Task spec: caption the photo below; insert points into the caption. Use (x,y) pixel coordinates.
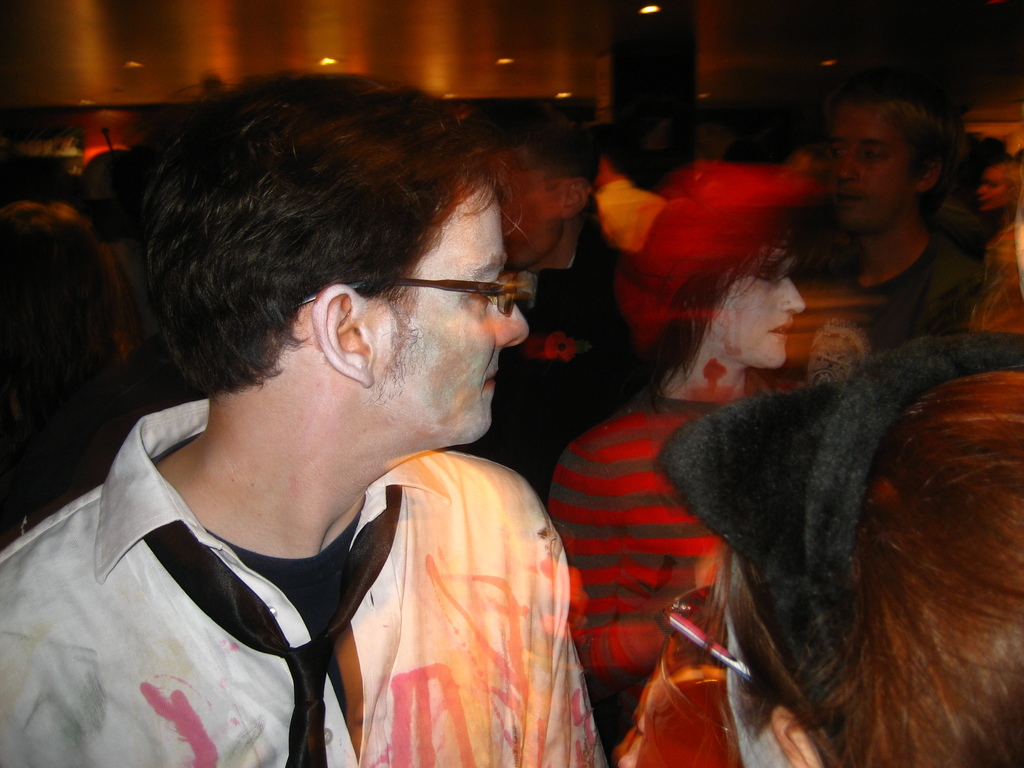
In this picture I can see a person (354,308) with spectacles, there are group of people (515,239), there are lights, and there is blur background (40,167).
